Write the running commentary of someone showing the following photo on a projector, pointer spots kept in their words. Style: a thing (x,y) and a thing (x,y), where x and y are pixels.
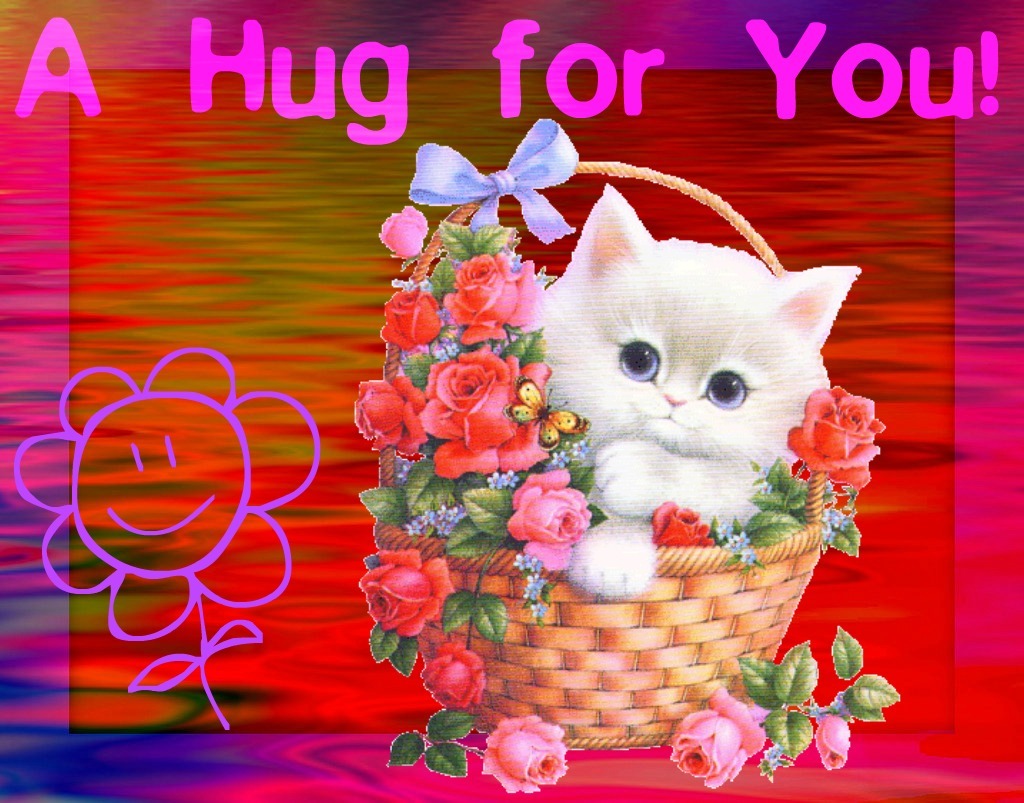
In this image there is a flower basket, in which there are some flowers (532,421), leaves (585,463), butterfly (539,392), cat (655,393), text (20,104), this is an edited photo.
